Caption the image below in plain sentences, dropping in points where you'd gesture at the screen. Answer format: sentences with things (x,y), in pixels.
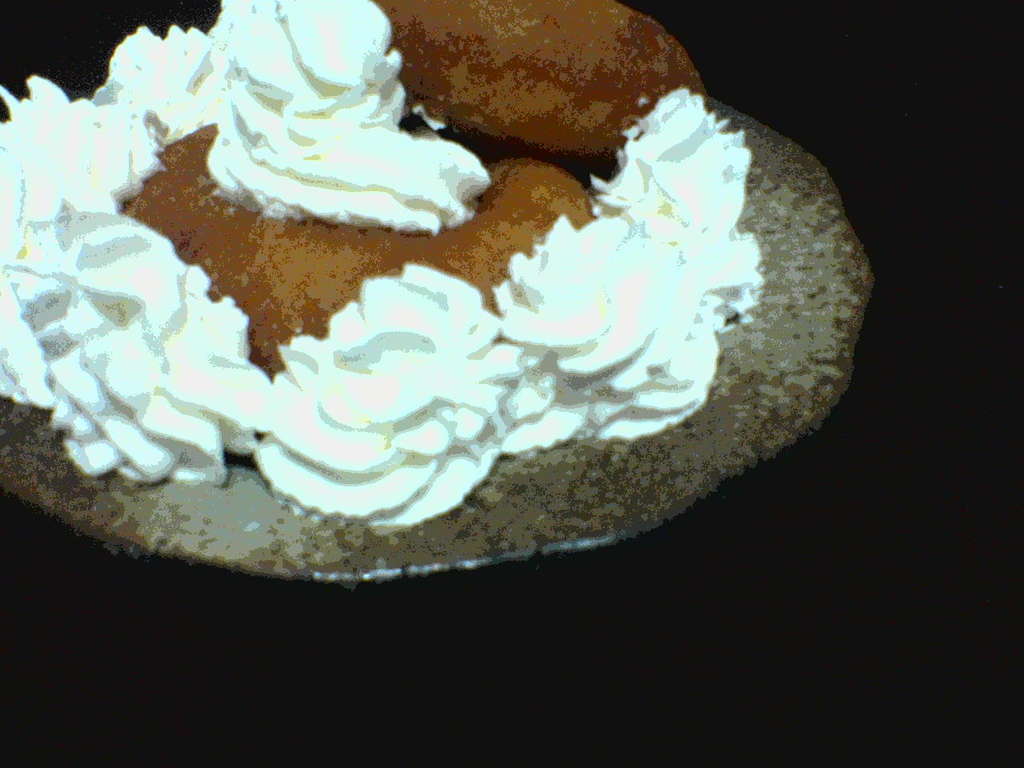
In the picture we can see a painting (20,477) of a cake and on it we can see a white color cream (582,355).
